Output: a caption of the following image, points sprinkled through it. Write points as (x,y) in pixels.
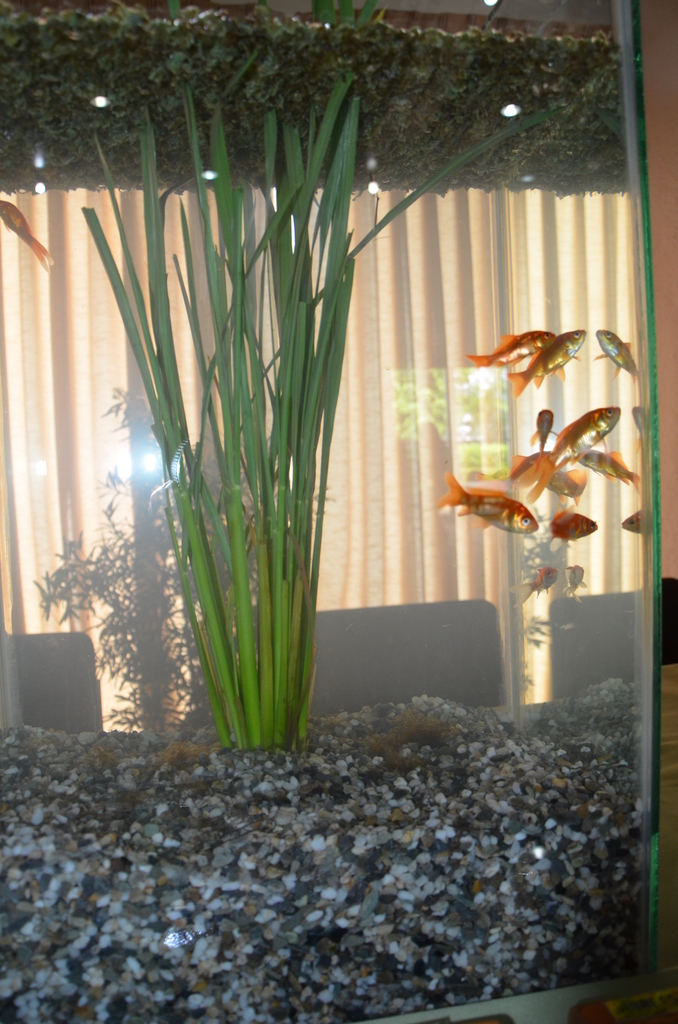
In this picture we can see an aquarium (442,246). In this aquarium (442,246), we can see a few fishes (499,527), plants (282,632) and some stones (230,749). There is a glass object (517,640). Through this glass object (537,295), we can see a few chairs (80,721) and a curtain (18,592) in the background (666,654).
